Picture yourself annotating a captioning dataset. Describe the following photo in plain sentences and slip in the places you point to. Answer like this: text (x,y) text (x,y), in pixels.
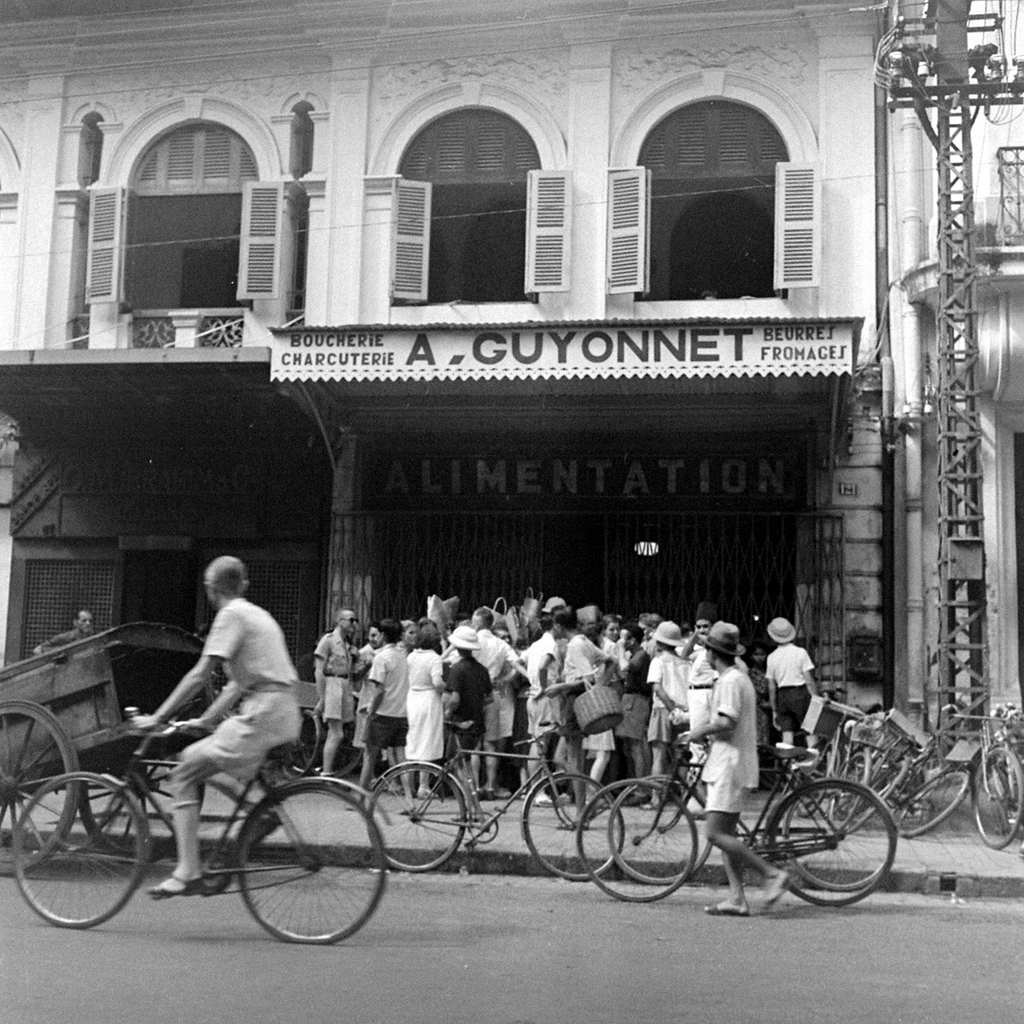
In this image i can see a person (273,752) riding bicycle (334,861) on the road (356,902) at the back ground (692,690) i can see few other cycles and few persons (393,655) standing, a building (484,195) and a railing (449,563).
